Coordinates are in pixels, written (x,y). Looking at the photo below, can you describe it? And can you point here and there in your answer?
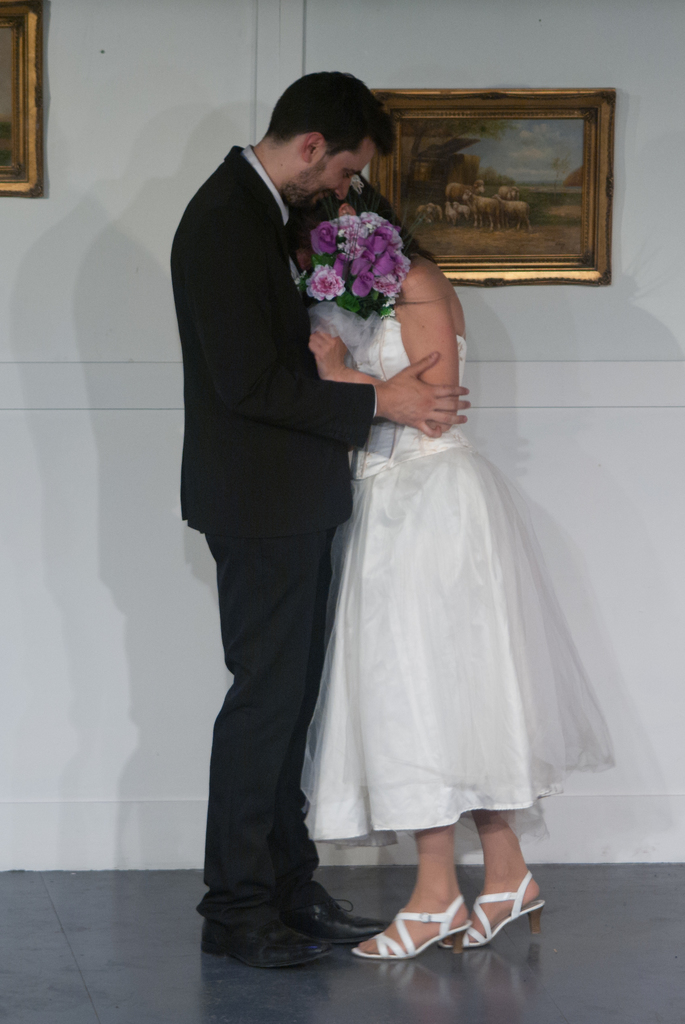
In this picture there is a couple (397,618) standing and there is a bouquet (351,281) in between them and there are two photo frames (438,97) attached to the wall (352,55) in the background (490,225).
